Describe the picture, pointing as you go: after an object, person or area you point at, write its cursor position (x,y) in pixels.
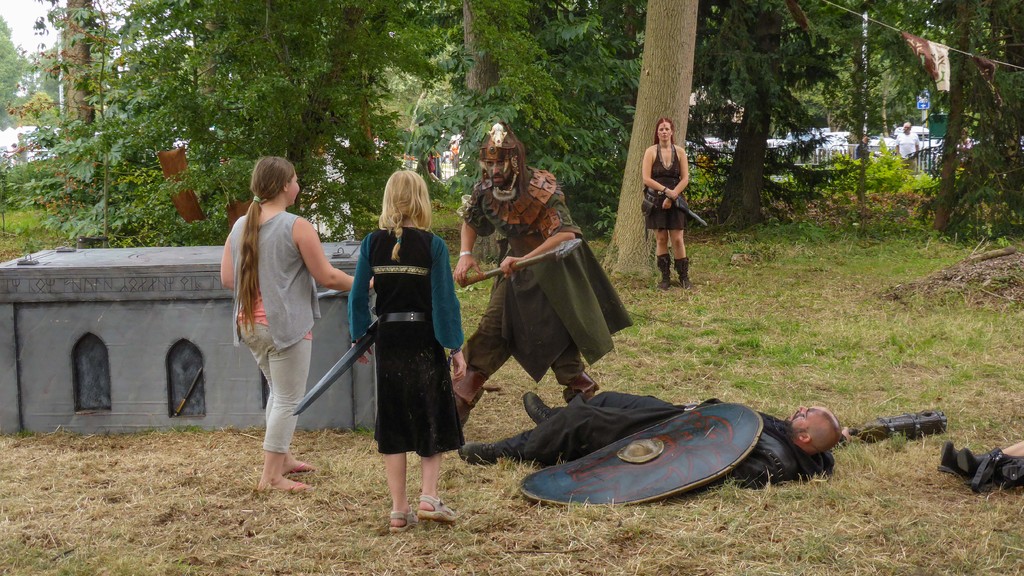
In the middle of this image (554,259), there is a person (526,198) standing and holding an object (533,259). Beside him, there is a person (593,405) in black color dress (809,464) lying on the ground (523,428). For this person (654,406), there is a shield (735,408). Beside this person (581,435), there are two women (448,260) standing. Beside them, there is a model building (195,413). In the background (667,183), there is a woman (677,174) standing on the ground (684,291). Beside her, there is a tree (638,176). There are trees (126,62), a person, plants (96,193) and grass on the ground (491,404).
